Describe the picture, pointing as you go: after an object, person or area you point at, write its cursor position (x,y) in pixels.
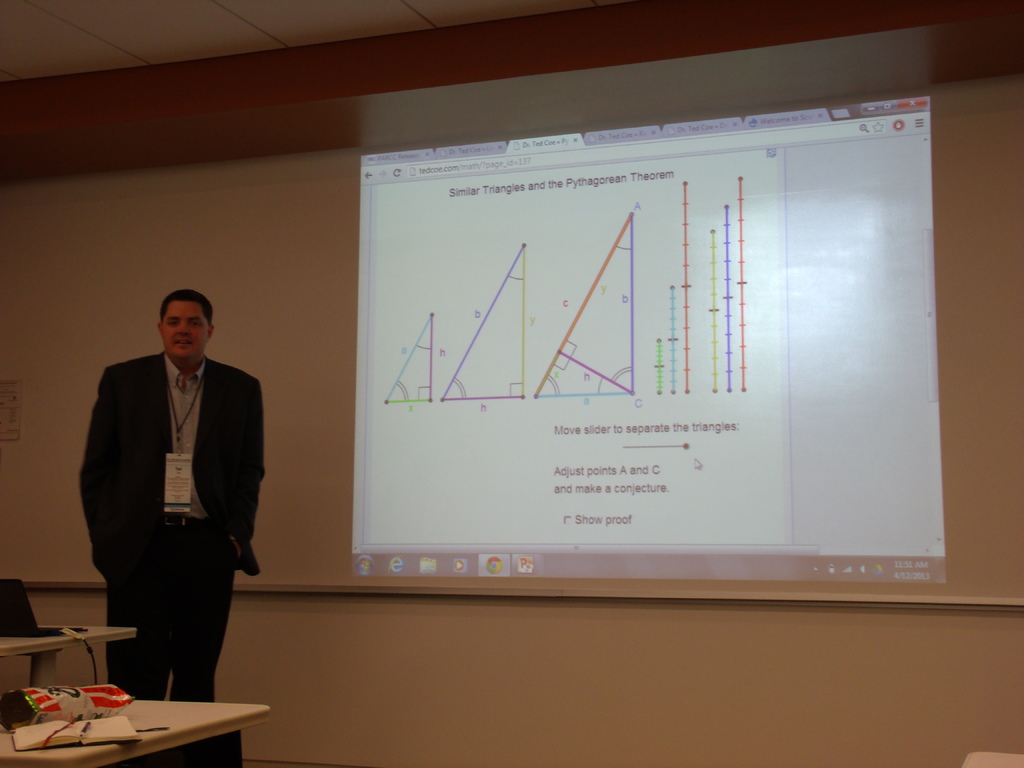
Man (196,508) standing, there is screen (633,454) and this is table (209,733), this is book (97,724).
